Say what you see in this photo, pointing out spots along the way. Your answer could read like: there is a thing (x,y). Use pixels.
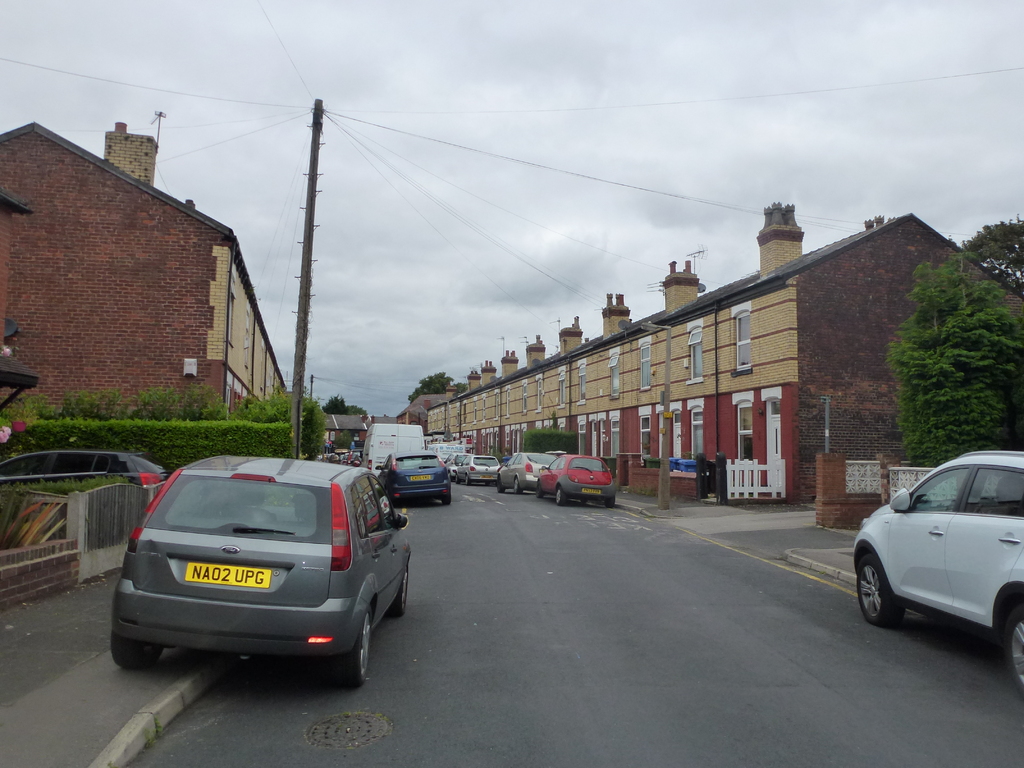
In this picture we can see cars (360,497), on the left side (166,372) and right side (747,388) there are buildings (188,308), we can see bushes (201,436) and trees (311,407) here, there is a pole (294,410) in the middle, we can see the sky (298,293) at the top of the picture (376,190).
